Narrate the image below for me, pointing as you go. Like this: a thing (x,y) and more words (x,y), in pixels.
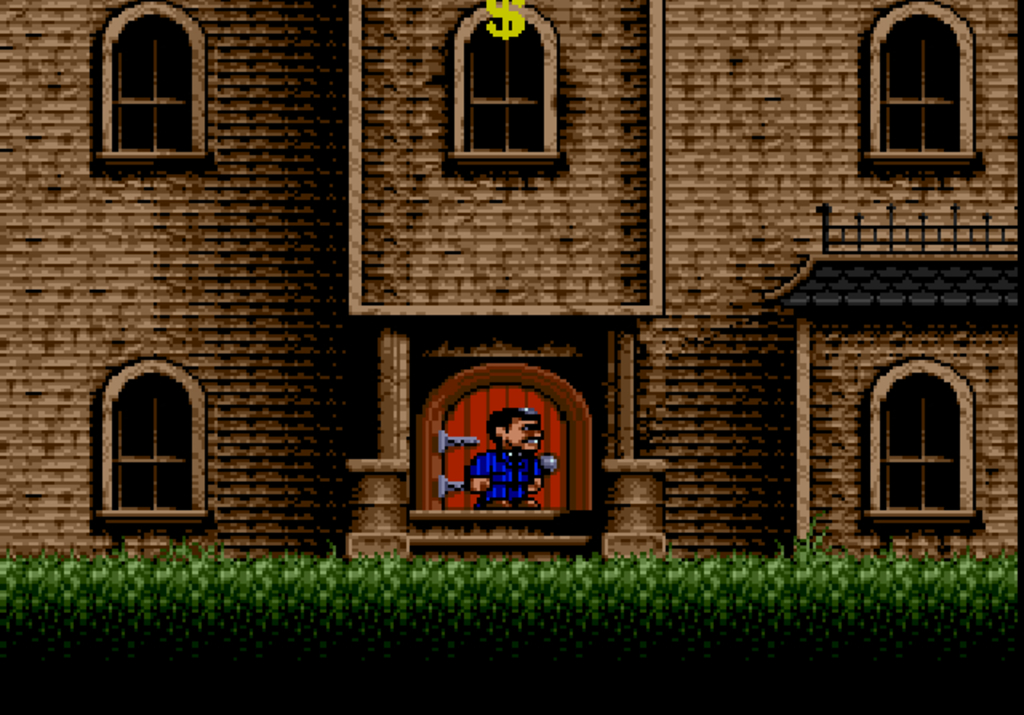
It is an animation image in which there is a building (347,427) in the middle (526,360). In front of the building (181,388) there are plants (518,586). In the middle (490,459) there is a person (488,471) standing in front of the door (512,385).
